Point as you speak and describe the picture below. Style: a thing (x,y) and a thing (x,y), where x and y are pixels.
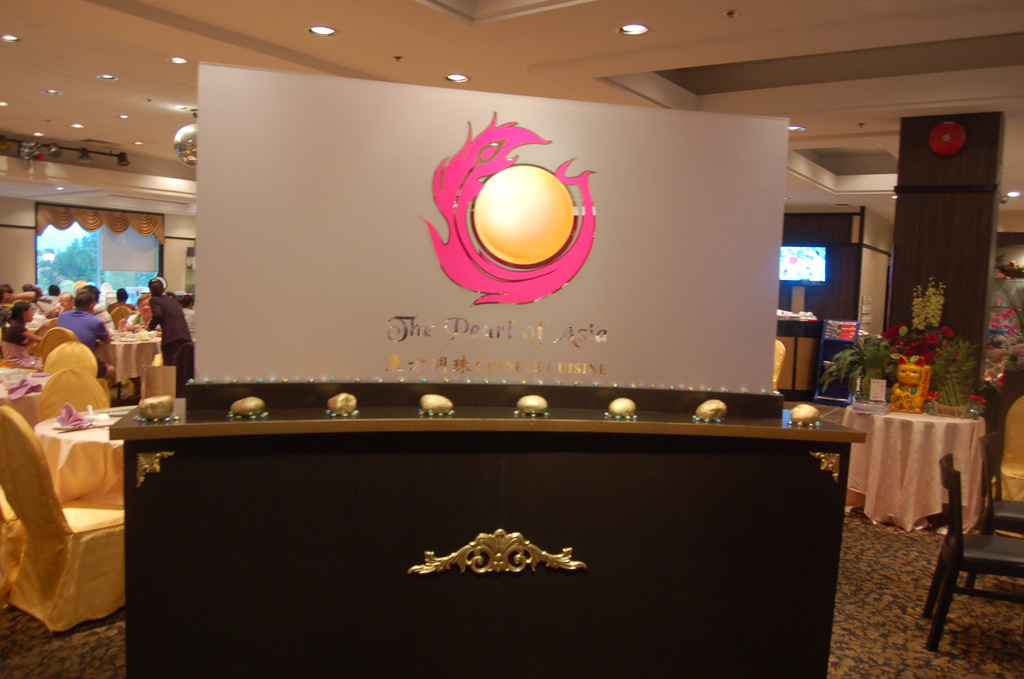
In the image we can see there is a table (797,450) on which there is a banner (357,345) kept and at the back (142,315) people (18,317) are sitting on the chairs (86,402).
